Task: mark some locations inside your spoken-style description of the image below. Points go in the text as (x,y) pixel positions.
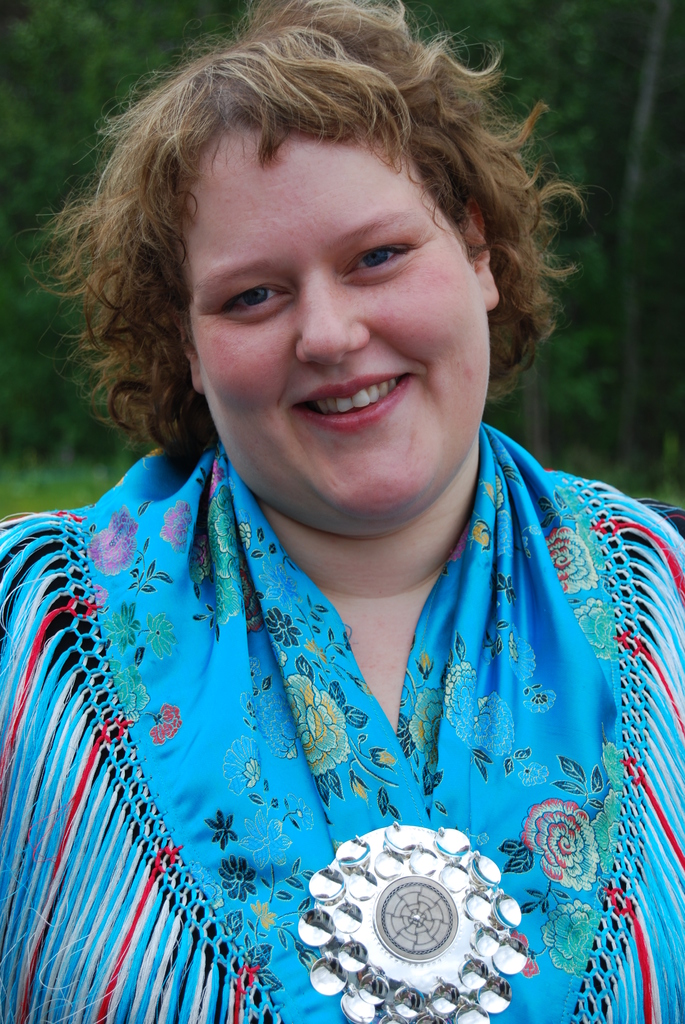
In this picture, I can see women (427,180) standing and smiling so behind this woman (260,180) i can see few trees (69,100).
